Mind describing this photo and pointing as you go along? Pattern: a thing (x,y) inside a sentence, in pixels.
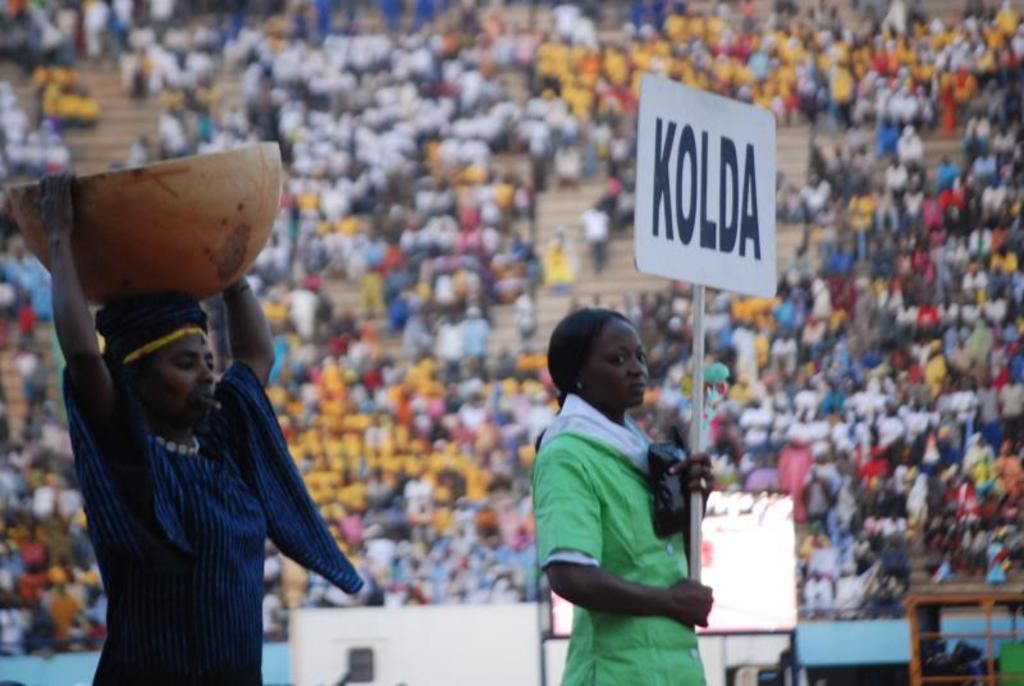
In this image a person (240,531) and a woman (554,424) among them the woman (587,447) on the right side (701,375) is holding a placard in hands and the person (128,362) on the left side (119,333) is holding an object (96,248) in hands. In the background (442,277) I can see people (594,206), boards (487,610) and other objects (473,610). The background of the image (502,600) is blurred.
